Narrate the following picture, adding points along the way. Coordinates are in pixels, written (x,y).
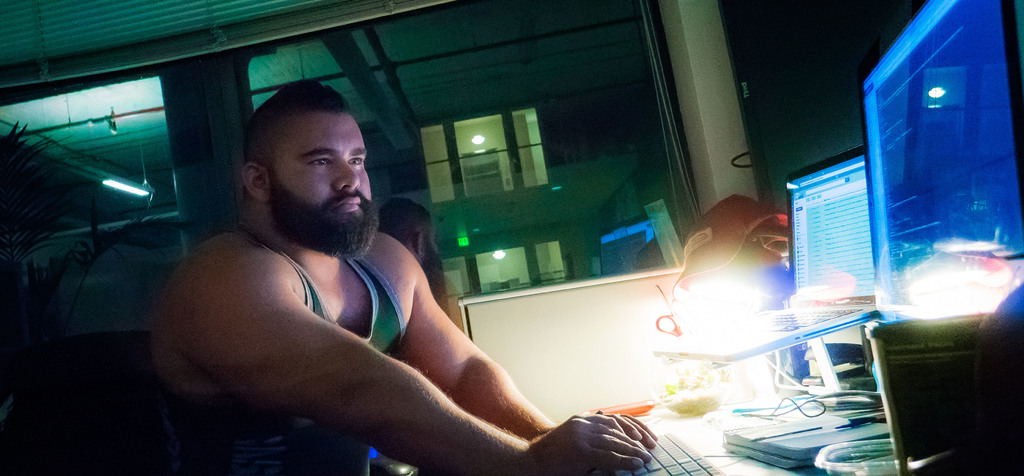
In this image I see a man (613,449) whose hands (563,468) are on the keyboard (641,472) and there are 2 screens (993,66) in front (946,100). In the background (375,112) I see plant (35,273) and the building (454,230) and there are lights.
